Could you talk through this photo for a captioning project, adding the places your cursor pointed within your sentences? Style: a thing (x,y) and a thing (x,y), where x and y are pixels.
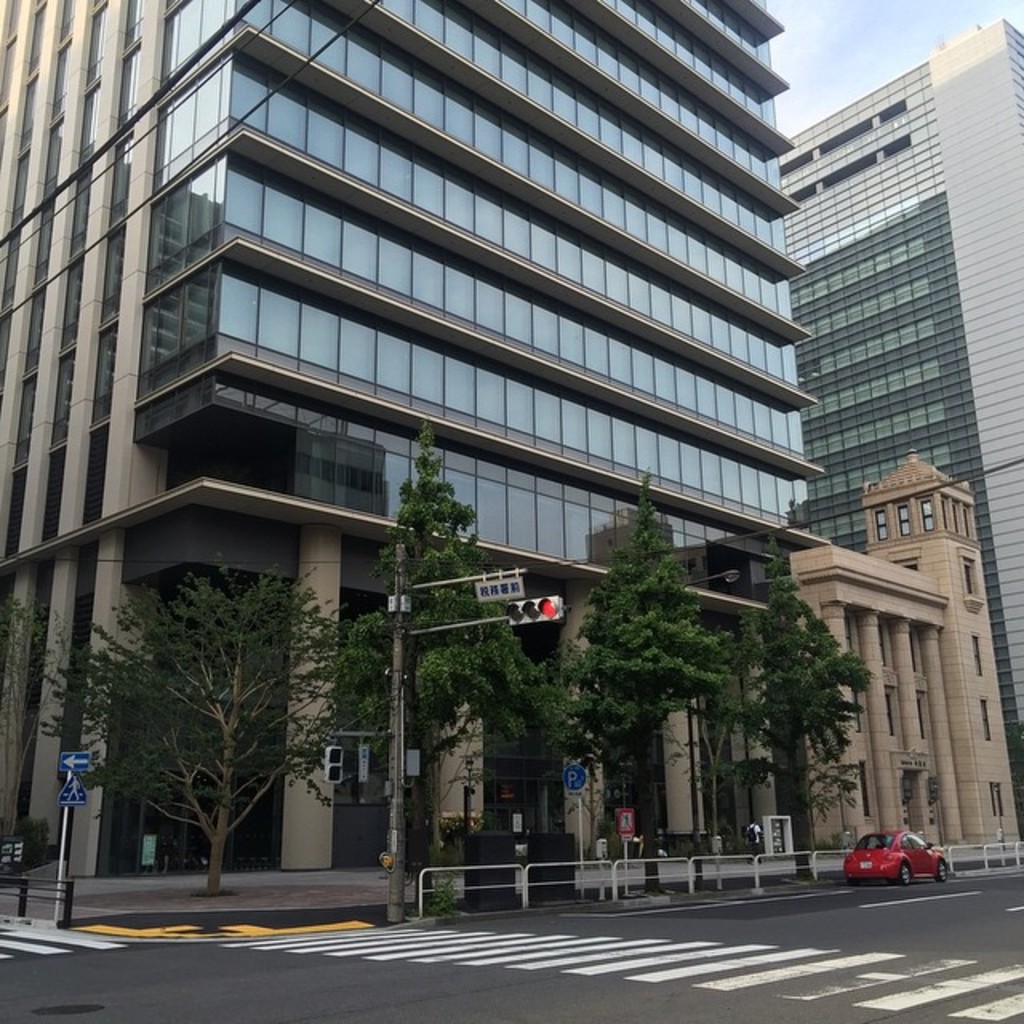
In this image there is a car (877,838) on the road (742,968). There is a metal fence (692,870). There are traffic signals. There are sign boards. In the background of the image (526,795) there are trees (215,648), buildings (702,304) and sky (865,37).
